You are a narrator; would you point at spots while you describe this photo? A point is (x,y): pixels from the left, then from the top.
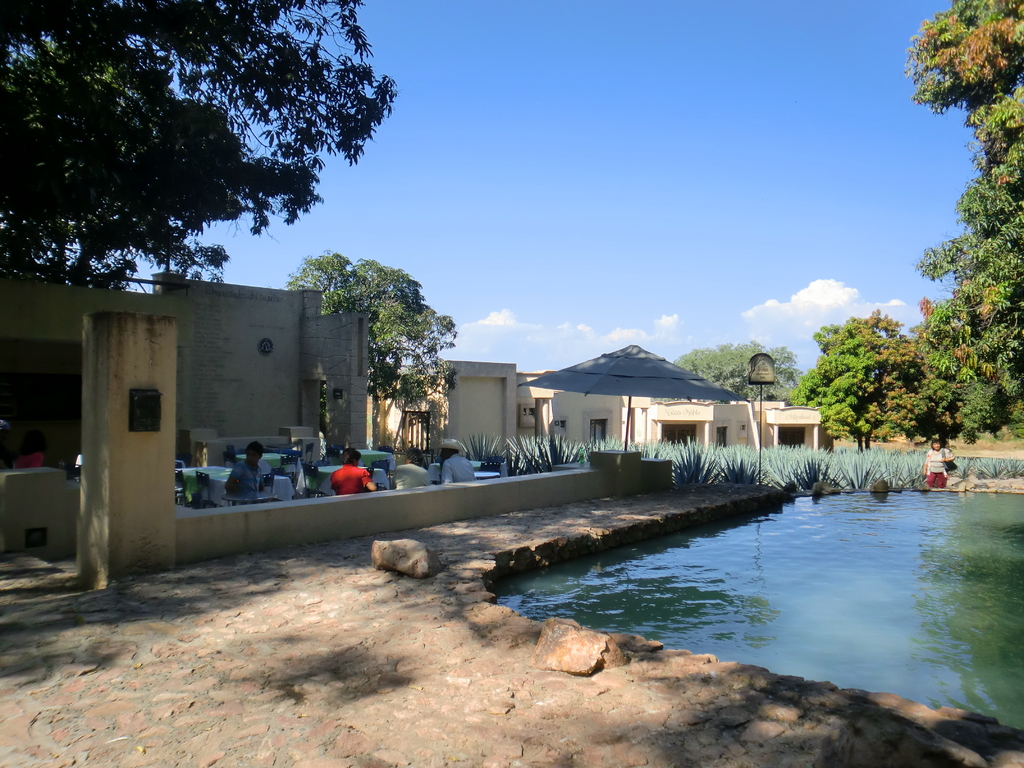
In this image, we can see few houses (284,403), wall (297,418), umbrella (647,369), plants (619,438), trees (407,331). Here we can see few people (240,474). Right side of the image (949,558), we can see a person (938,454) near the water (856,612). Top of the image (662,195), there is a sky (636,128).
